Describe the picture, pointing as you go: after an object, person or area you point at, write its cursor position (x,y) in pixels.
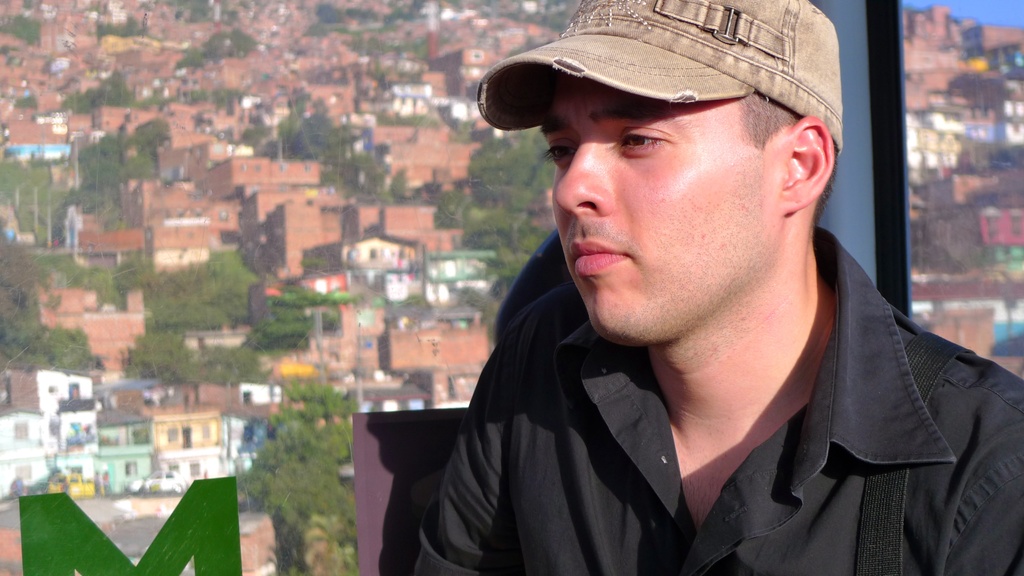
In this image I can see a man (674,263) in the front (816,308), I can see he is wearing black shirt (628,534) and a cap (677,90). On the left side of this image (204,490) I can see an alphabet (239,553). In the background (332,558) I can see number of buildings (234,451) and number of trees (284,320).
